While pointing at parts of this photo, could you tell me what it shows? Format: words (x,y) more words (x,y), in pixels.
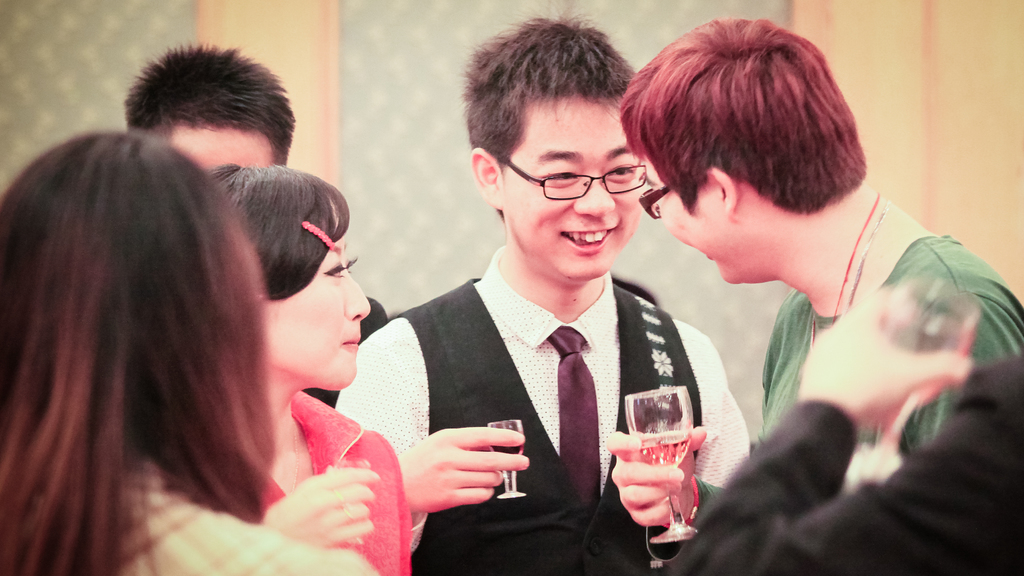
In this image we can see six people (837,427), four people (549,444) are holding drink glasses (651,436). Backside of these persons (373,479) one big wall (988,70) is there.
